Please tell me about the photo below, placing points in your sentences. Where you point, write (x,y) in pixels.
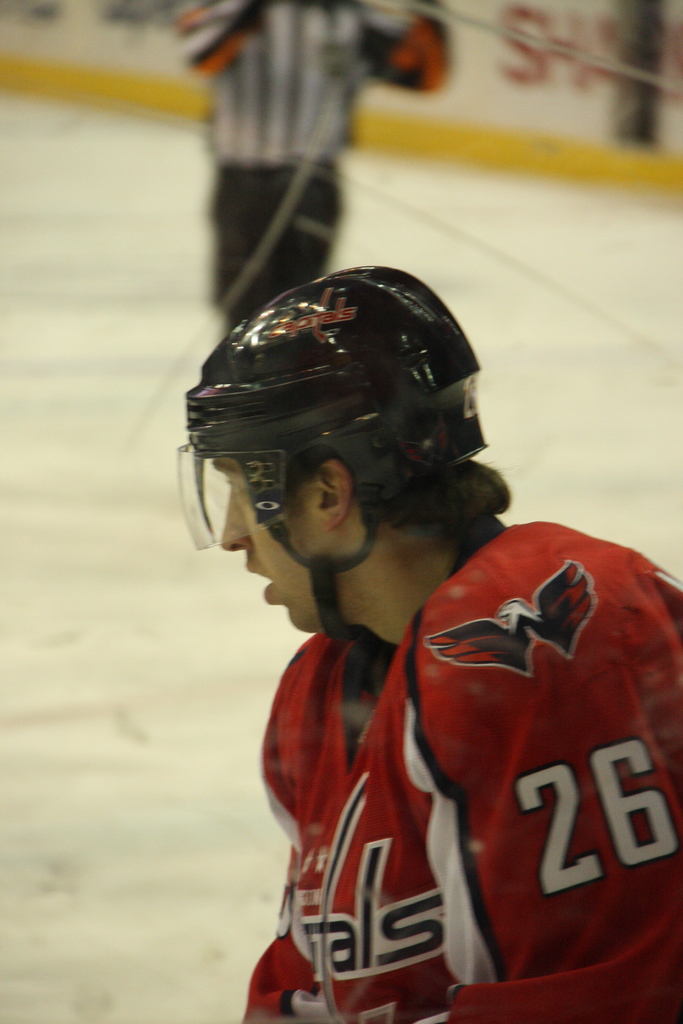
In the center of the image (332,440) there is a person (222,459) wearing helmet (301,442). In the background (576,32) we can see referee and advertisement (569,27).
